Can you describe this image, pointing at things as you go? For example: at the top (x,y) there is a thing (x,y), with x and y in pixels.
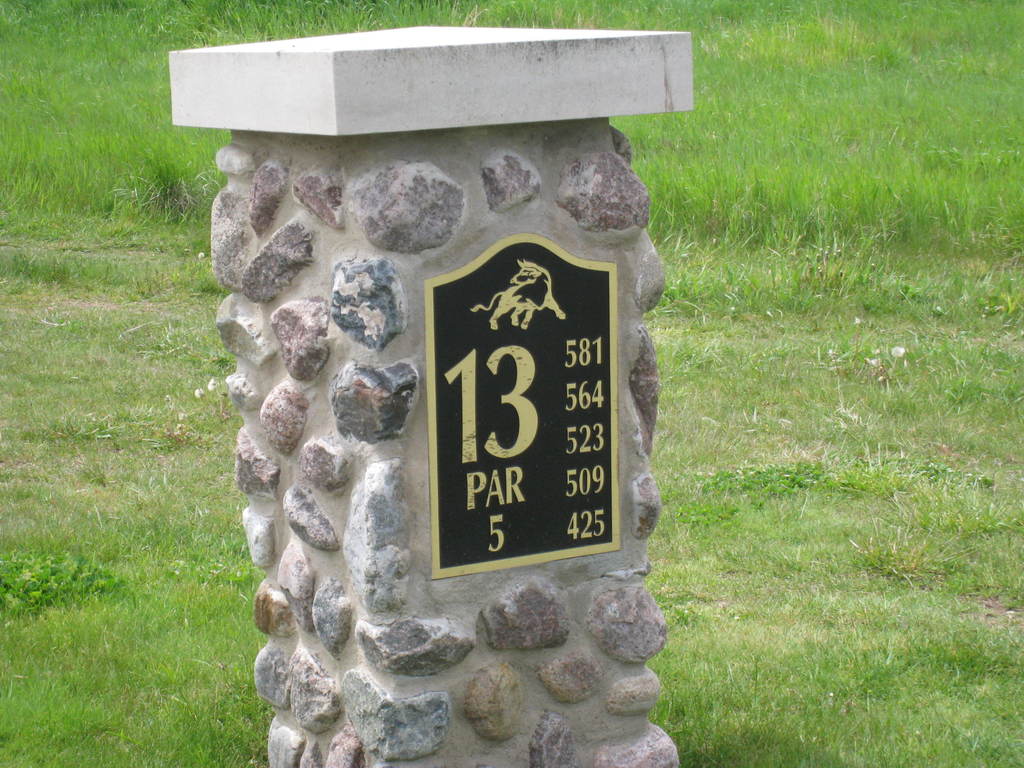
In this image I can see a stone stand (483,693) and on it I can see something is written over here. In the background (819,144) I can see green grass (783,390).
